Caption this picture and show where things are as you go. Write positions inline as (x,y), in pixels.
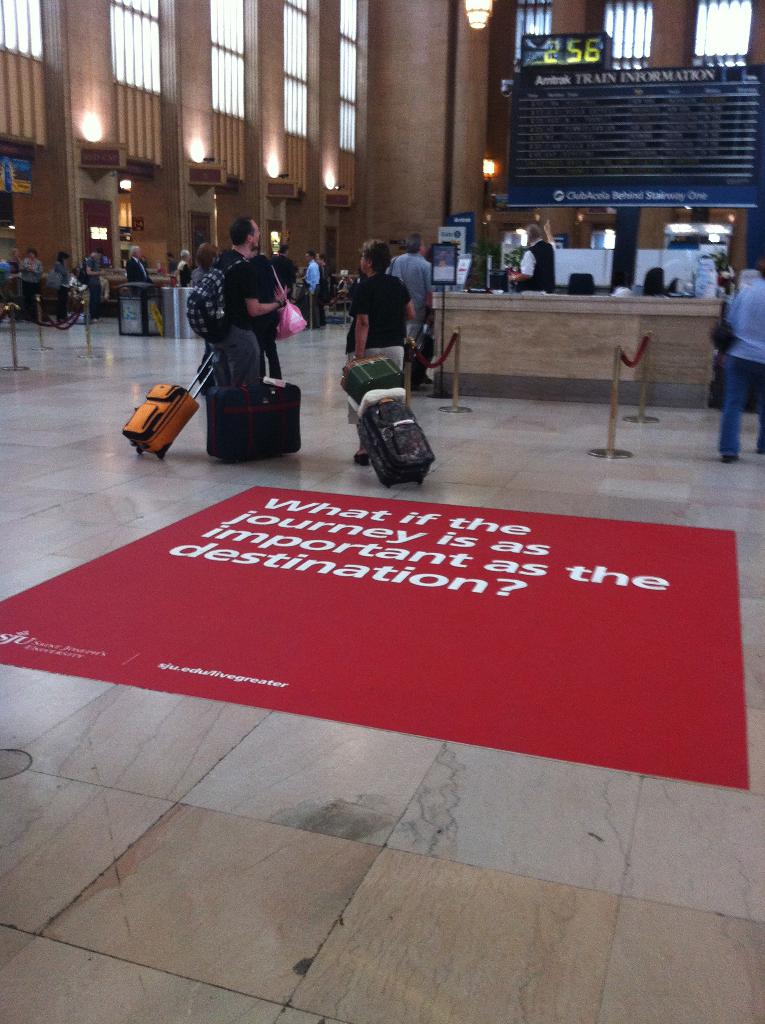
The picture is clicked in a train station (346,216) where there are people (364,298) with their luggages (290,403) and there is a red color mat (422,580) on top of which what if the journey is as important as destination.
